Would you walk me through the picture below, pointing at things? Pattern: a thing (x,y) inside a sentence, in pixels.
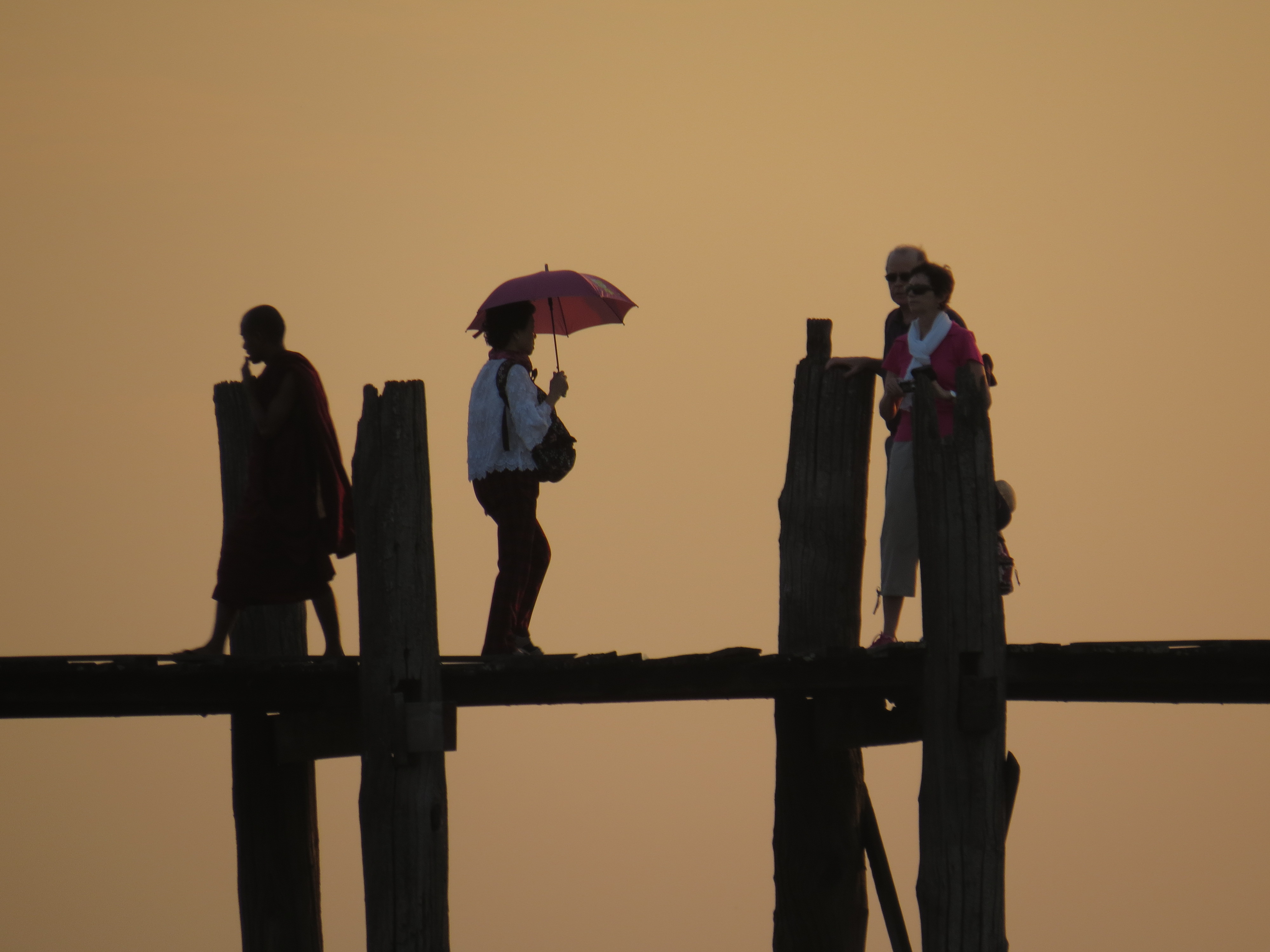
In this image there is a wooden bridge (362,651), on that bridge (960,648) two men (892,326) and two women (524,420) are walking, in the background (667,368) there is a sky (284,211).
